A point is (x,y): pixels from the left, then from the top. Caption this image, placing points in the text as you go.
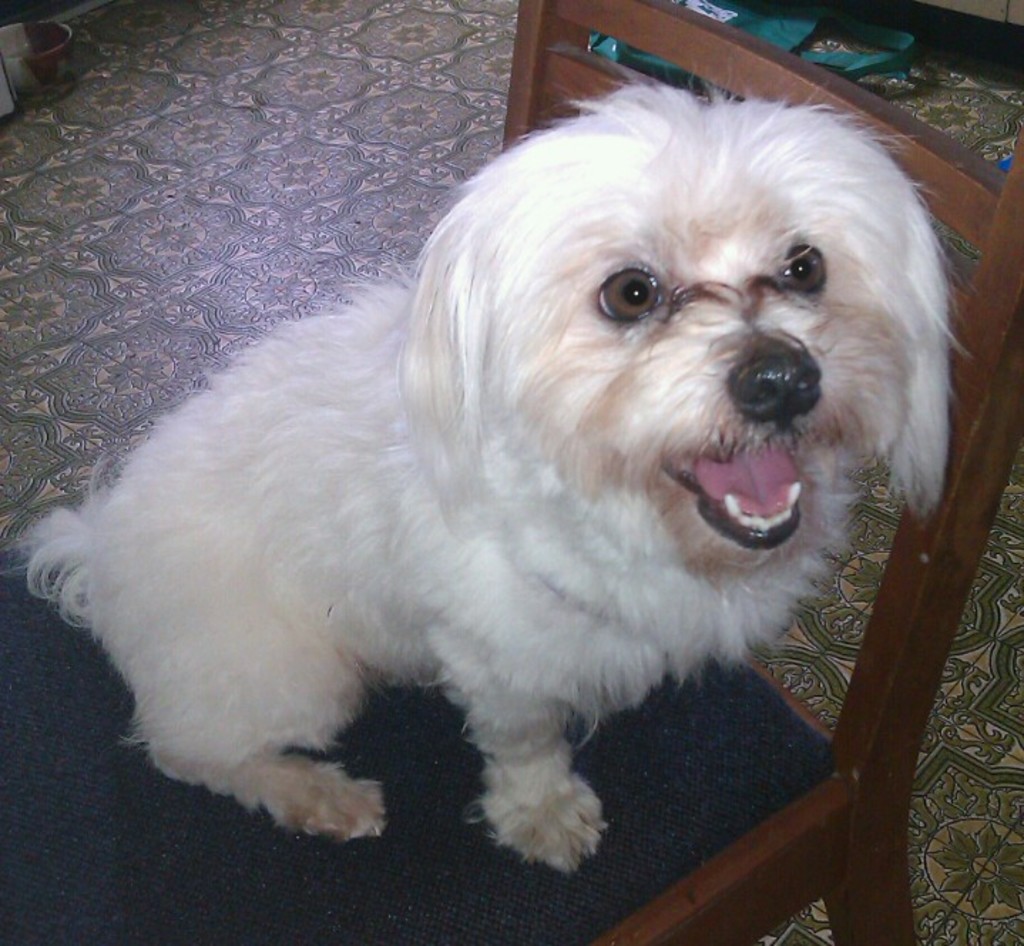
In the foreground (561,442) I can see a dog (645,644) on a chair (626,802). In the background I can see some objects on the floor (375,88). This image is taken in a room (459,198).
